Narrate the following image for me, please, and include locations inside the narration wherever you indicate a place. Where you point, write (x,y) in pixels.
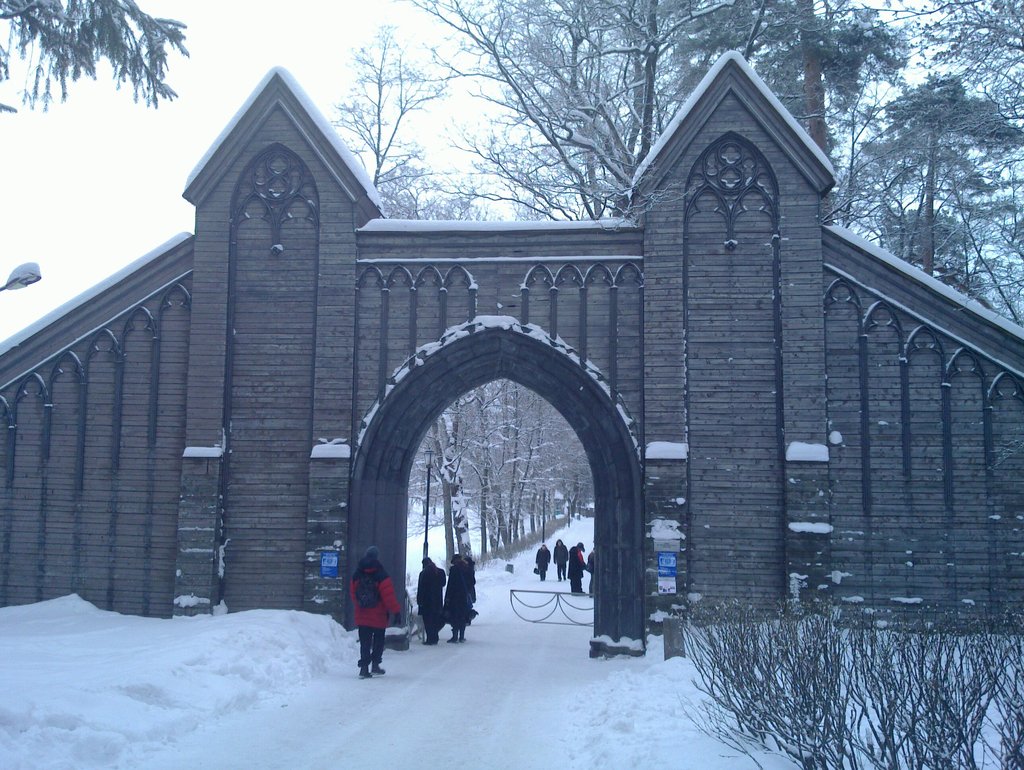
In this picture we can see an arch (461,362), wall (793,356), snow (75,673), trees (455,457), street lights (11,274) and some people (581,554) on the road (577,651) and in the background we can see the sky (352,10).
